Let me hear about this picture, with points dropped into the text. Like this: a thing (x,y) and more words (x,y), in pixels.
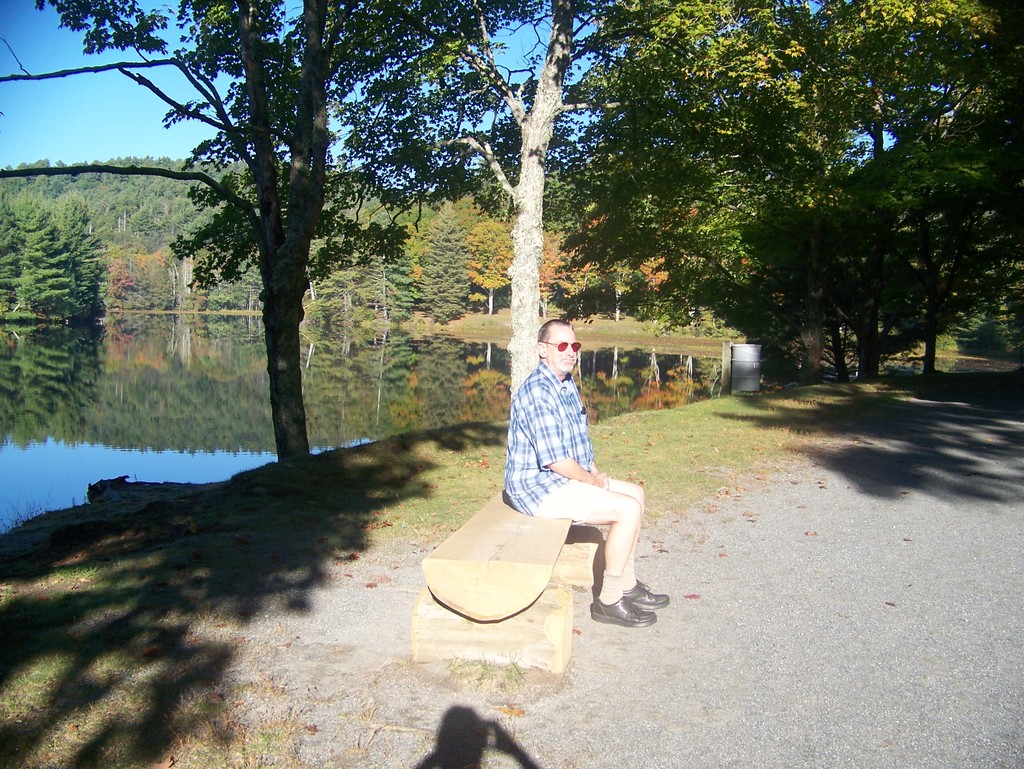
In this image I can see a person (579,518) sitting on a bench (541,521). There are trees (626,312) at the back (70,221) and there is water (9,352) on the left (142,407).
